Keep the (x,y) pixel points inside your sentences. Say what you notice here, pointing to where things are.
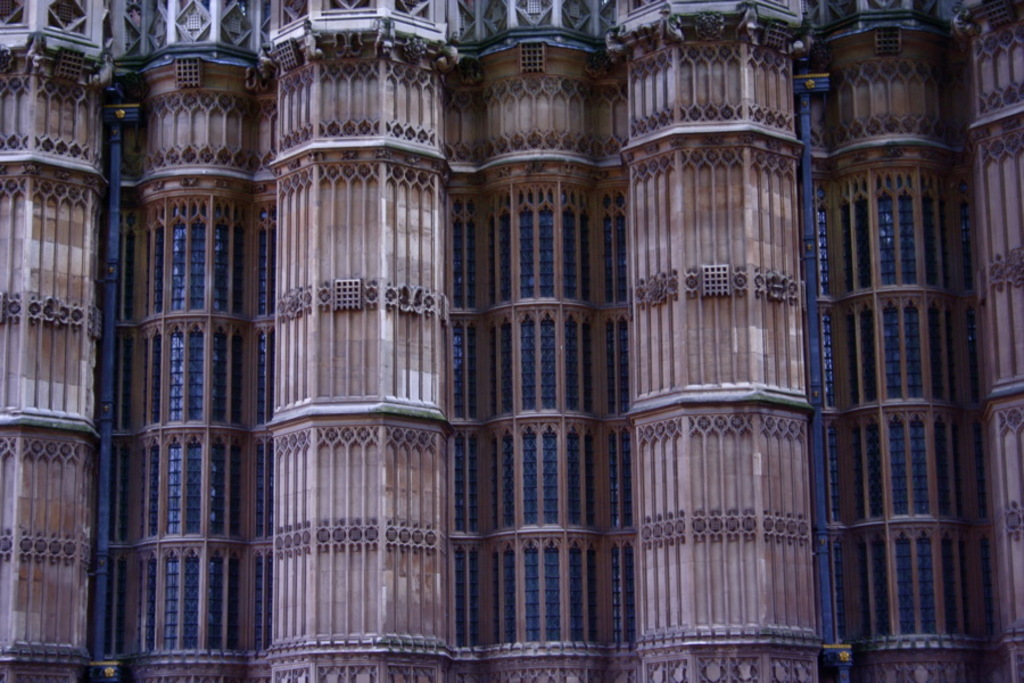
In this image I can see a building (328,176) and number of windows (260,279).
